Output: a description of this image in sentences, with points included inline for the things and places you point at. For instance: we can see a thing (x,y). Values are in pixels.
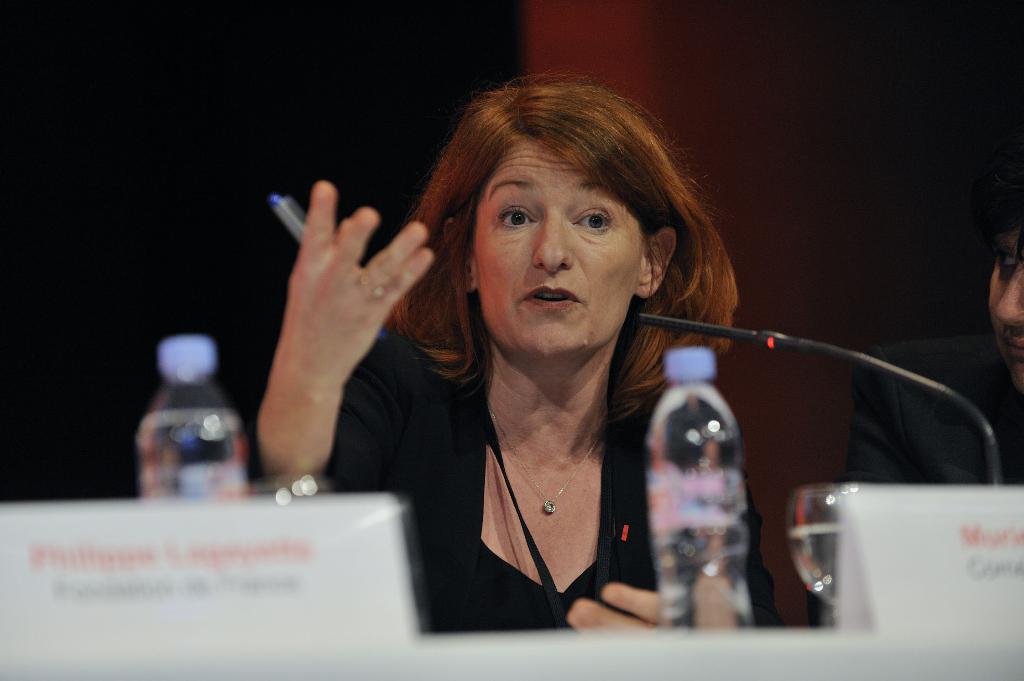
In this picture I can see there is a woman (684,340) sitting and speaking and there is a table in front of her and there is a water bottle (707,558) on the table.
